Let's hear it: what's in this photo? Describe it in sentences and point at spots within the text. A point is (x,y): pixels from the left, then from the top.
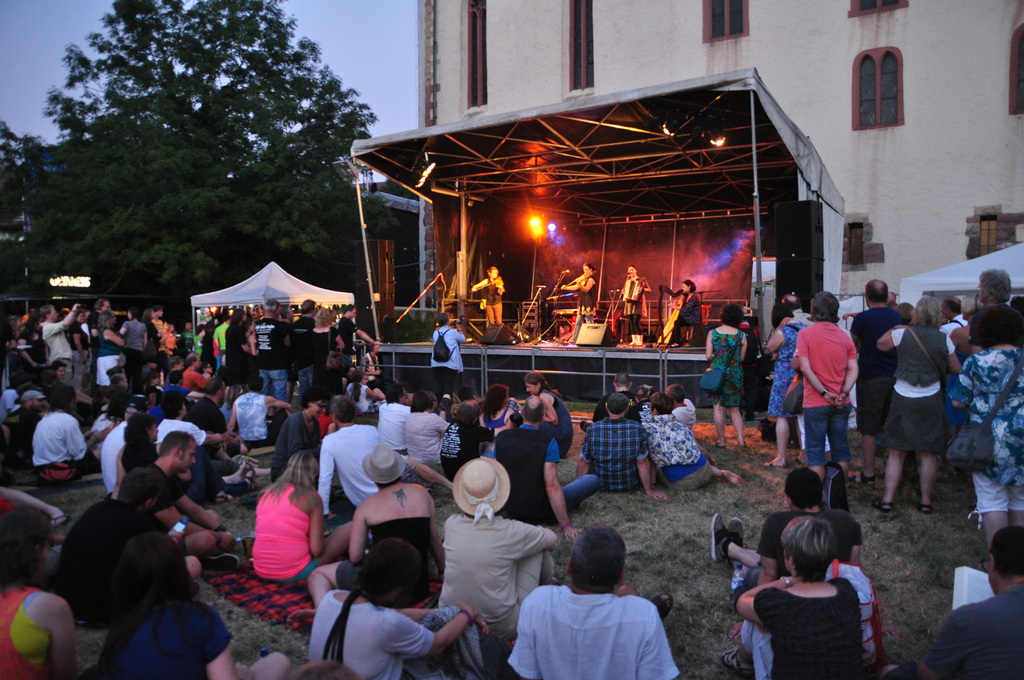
In this image there are many people (403,514) sitting on the ground (679,537) few are standing. Here on the stage (604,316) few musicians (590,315) are playing musical instruments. This is a tent (768,100). Here is another tent (238,294). In the background (212,279) there are trees (211,121), buildings (953,121).
